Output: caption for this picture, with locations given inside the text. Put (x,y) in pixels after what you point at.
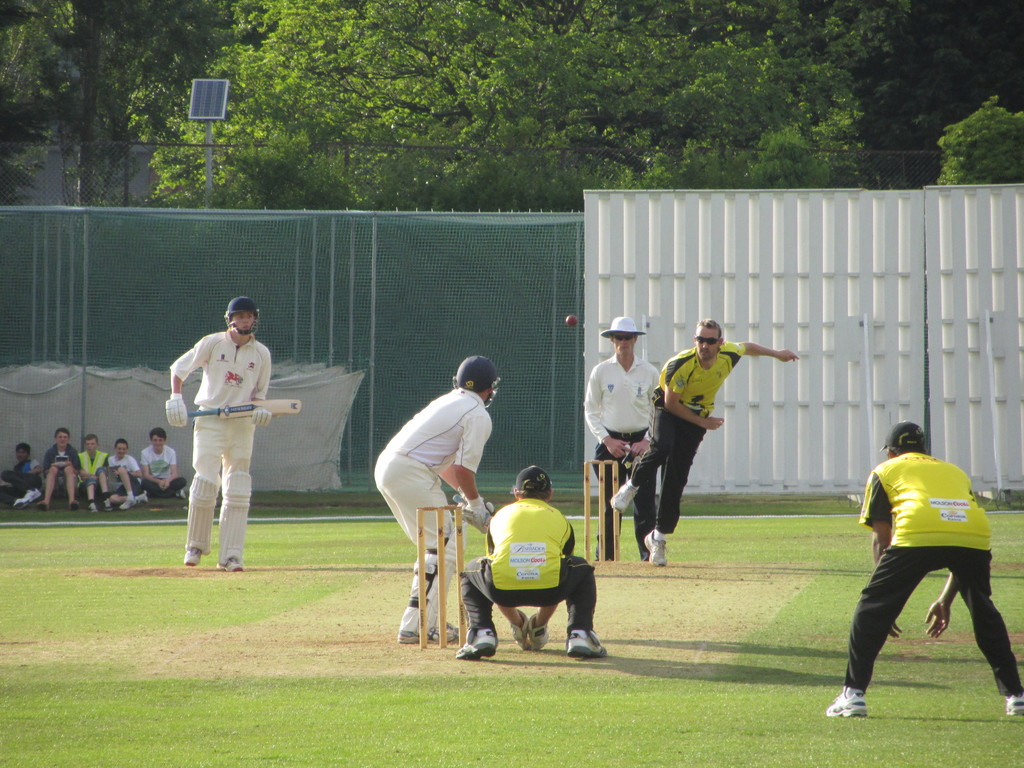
In this picture we can see a group of men (934,552) playing cricket on the ground (159,631), wickets (440,557), bat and a ball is in the air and in the background (132,296) we can see trees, fence (414,296) and some persons (90,472) sitting.
